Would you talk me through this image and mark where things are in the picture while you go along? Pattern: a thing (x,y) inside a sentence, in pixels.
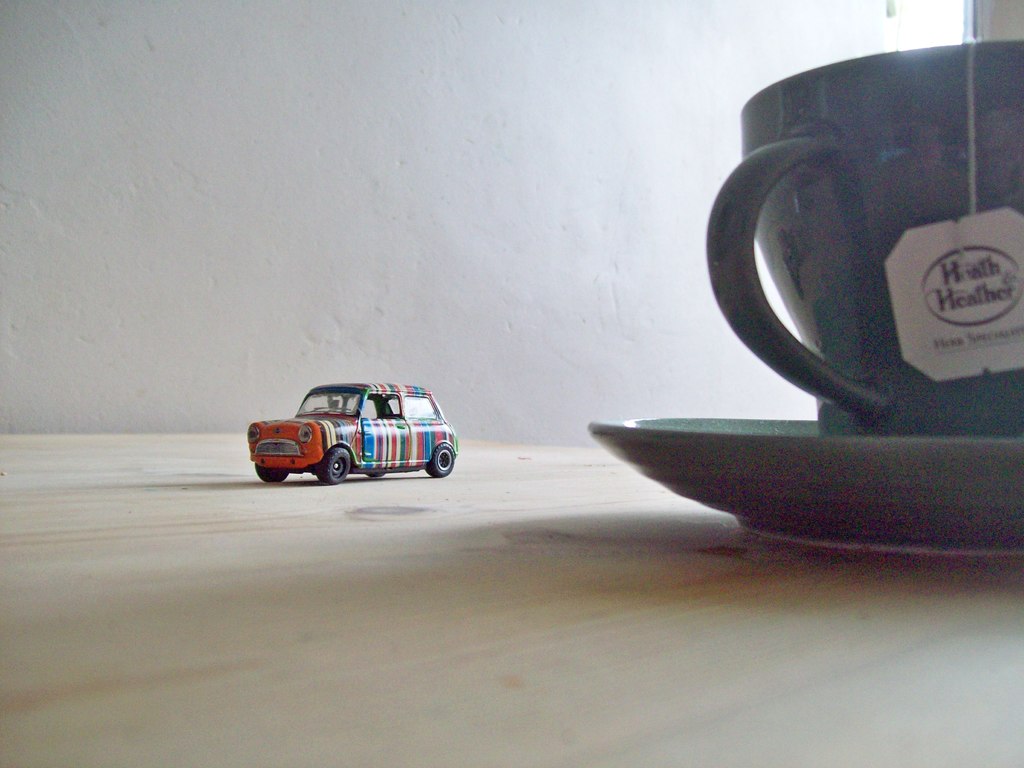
In this image we can see toy of a car (416,418), cup (831,263) and saucer (801,433) placed on the table (347,559). In the background (382,185) there is wall (232,188).
